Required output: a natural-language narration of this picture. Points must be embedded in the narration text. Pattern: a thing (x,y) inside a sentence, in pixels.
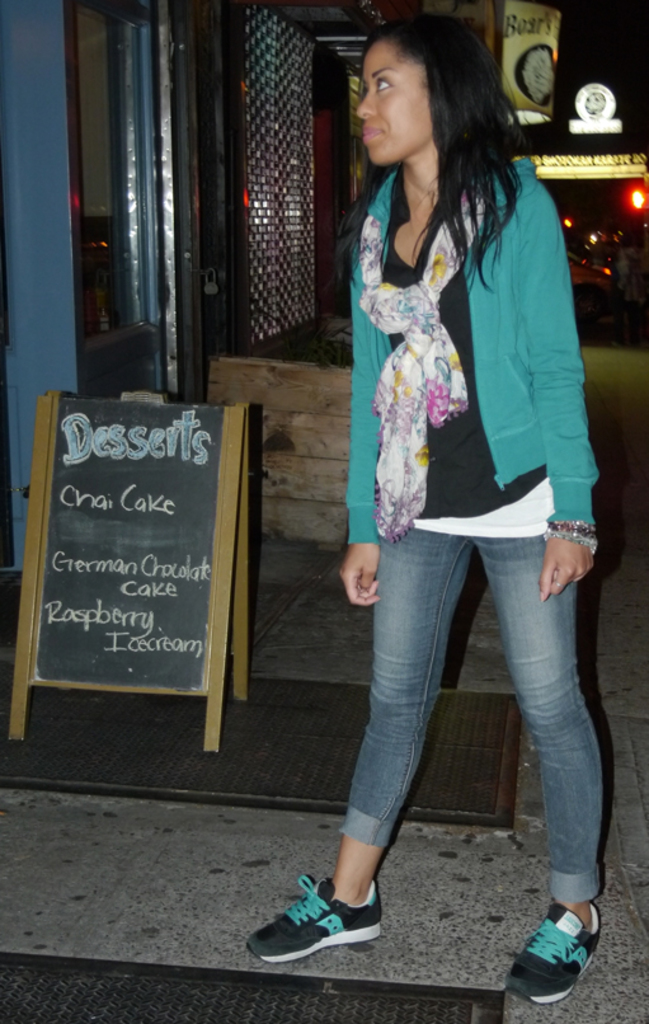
As we can see in the image there is a wall (43,242), mirror (110,176), banner (548,90), lights (597,176) and a woman (464,430) standing over here.
